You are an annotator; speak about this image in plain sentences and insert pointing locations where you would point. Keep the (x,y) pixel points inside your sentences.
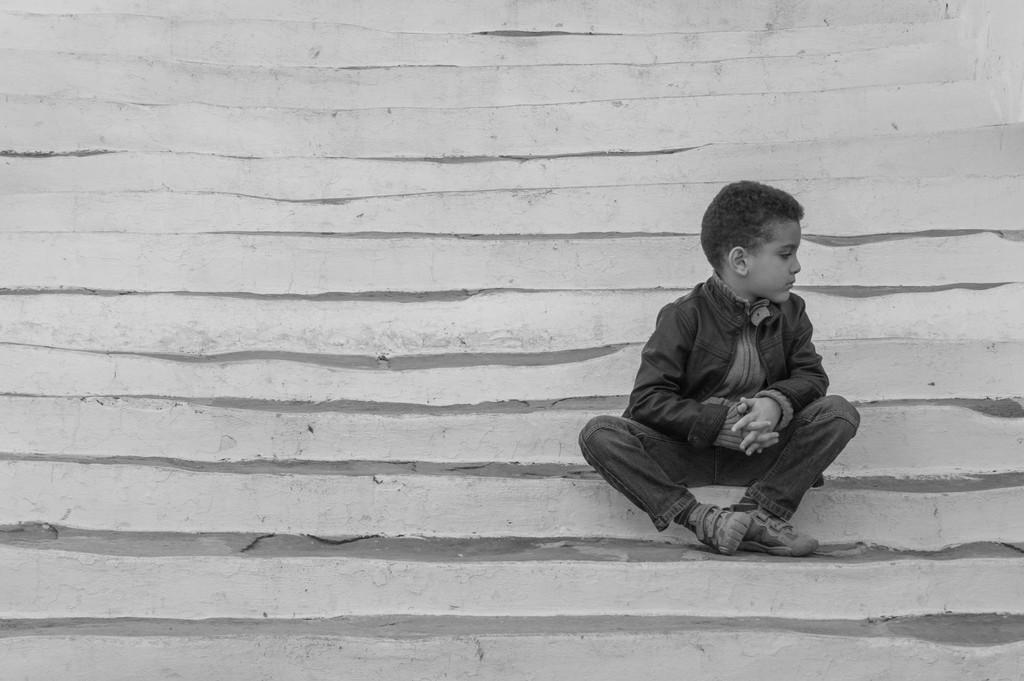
There is a small boy (791,441) sitting on the stairs (804,509) in the foreground area of the image (675,510).
